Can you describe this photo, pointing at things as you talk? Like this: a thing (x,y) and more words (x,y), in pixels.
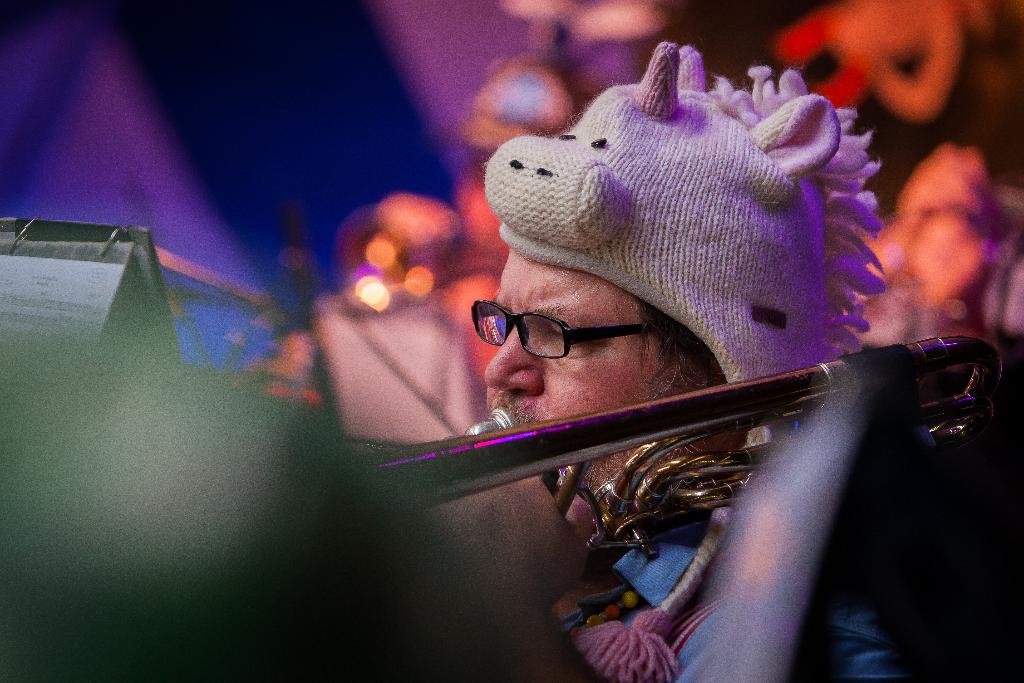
In this picture we can see a man (601,337) wearing a woolen cap (702,171) over his head (513,341). He wore spectacles (578,331) and he is playing musical instrument (490,438) with his mouth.
